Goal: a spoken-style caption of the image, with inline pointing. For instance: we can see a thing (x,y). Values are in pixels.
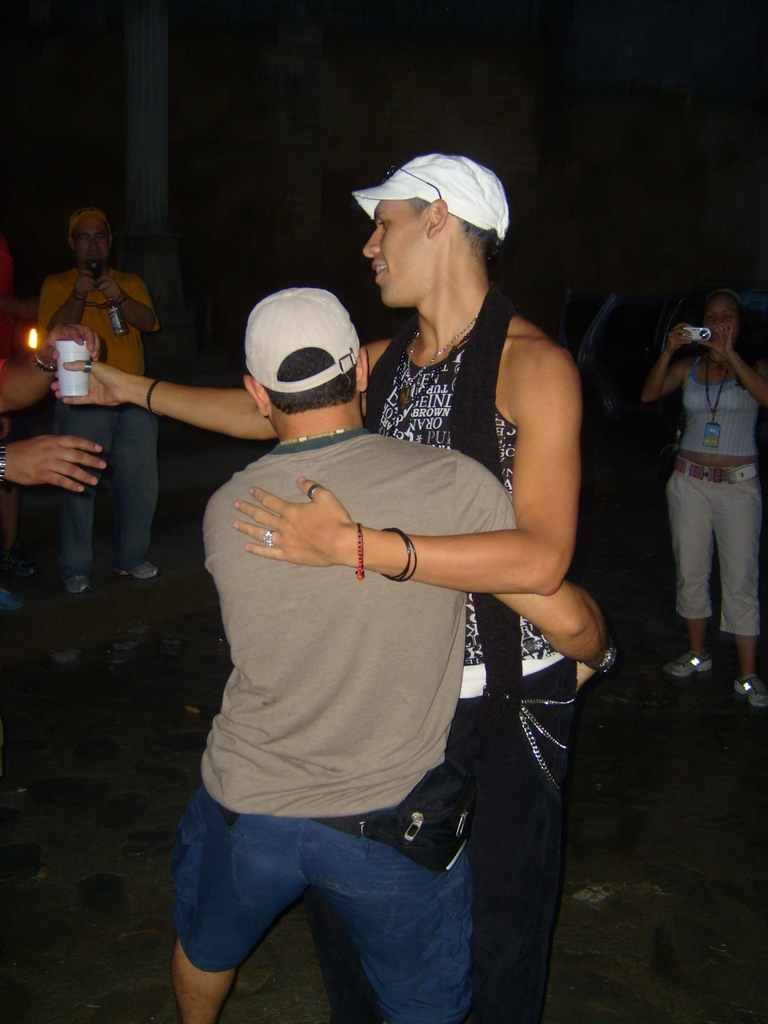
In this image I can see group of people (280,562) standing. In front (481,525) the person (312,778) is wearing brown and blue color dress (290,753) and the other person (458,423) is wearing black color dress (416,392) and holding the glass (61,355) and I can see the dark background (97,146).
